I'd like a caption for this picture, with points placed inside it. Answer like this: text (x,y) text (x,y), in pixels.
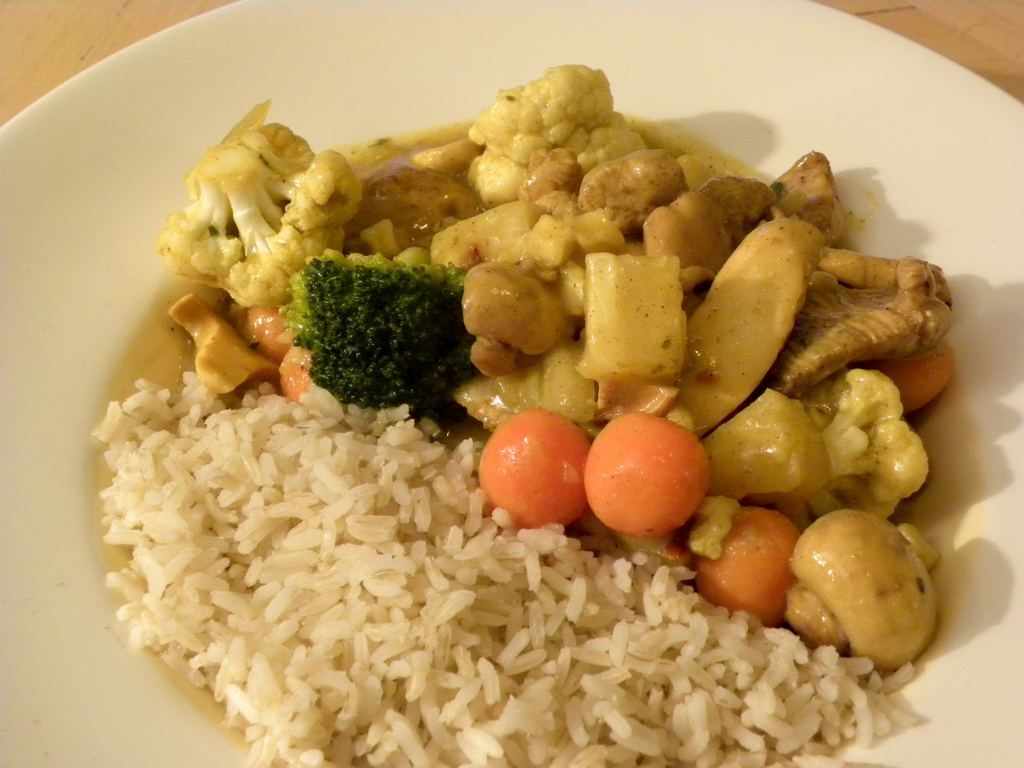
In this image I can see food (459,332), and the food (349,571) is in white, orange, green and brown color in the plate (352,91), and the plate (117,99) is in white color.
